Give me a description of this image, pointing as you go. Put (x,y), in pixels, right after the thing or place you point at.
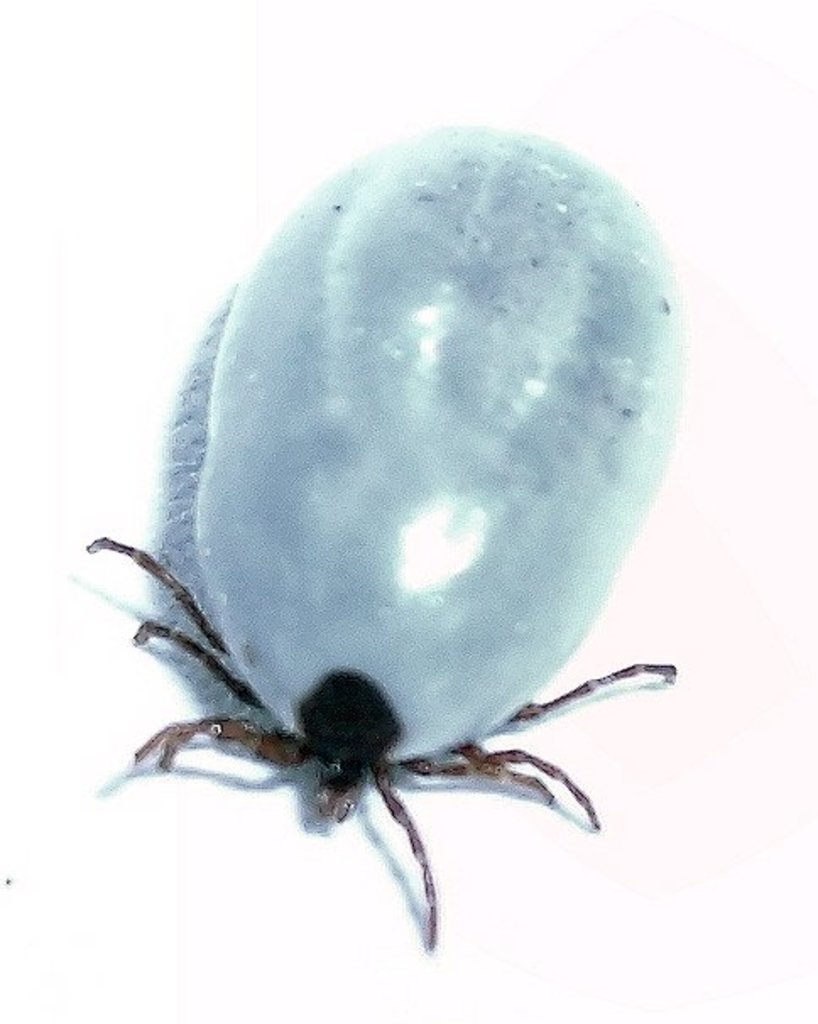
In this image there is an insect (274,463). Background (102,40) is in white color.
